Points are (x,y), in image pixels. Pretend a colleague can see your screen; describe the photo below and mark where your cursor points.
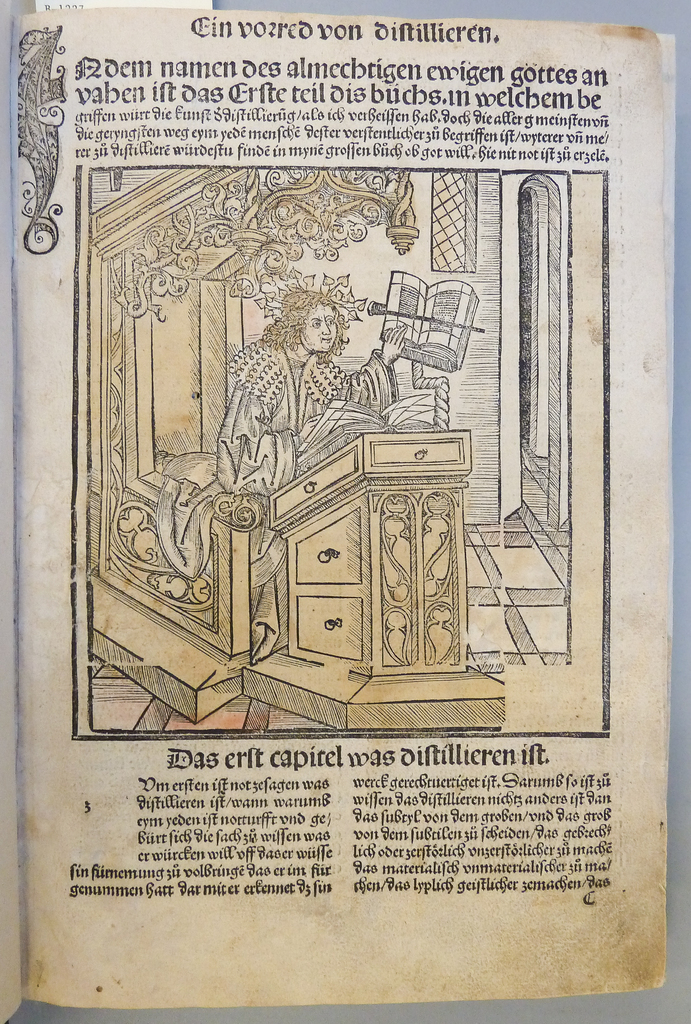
In this picture there is an image of a person (318,375) sitting and there are some other objects (382,454) in front and beside him and there is something written above and below the image.
